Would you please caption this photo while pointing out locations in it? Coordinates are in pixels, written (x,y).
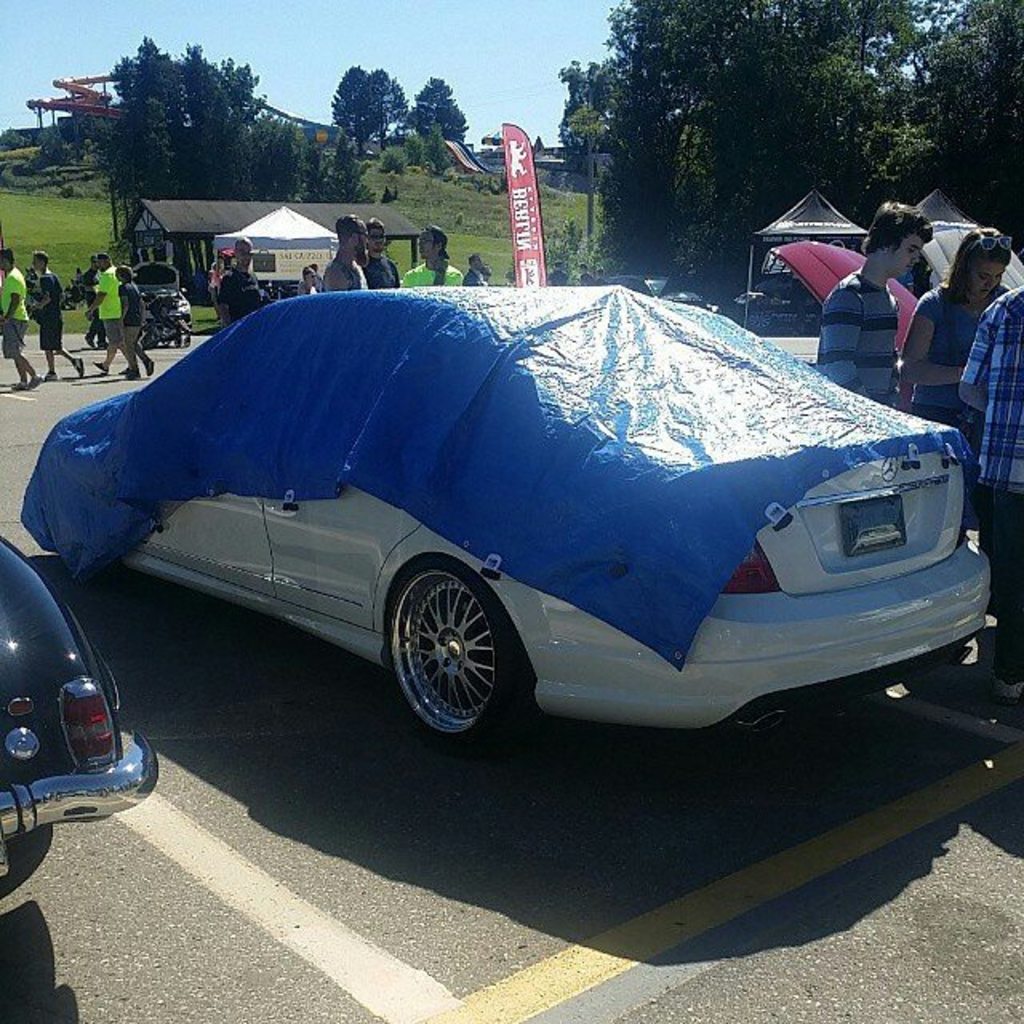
In this image in the center of there are cars (353,570) on the road (14,403) and there are persons (1015,318) standing and walking. In the background (285,174) there are trees (118,151), there is grass (51,234) on the ground (67,224) and there are tents (249,232) and there is a cottage (179,246).
